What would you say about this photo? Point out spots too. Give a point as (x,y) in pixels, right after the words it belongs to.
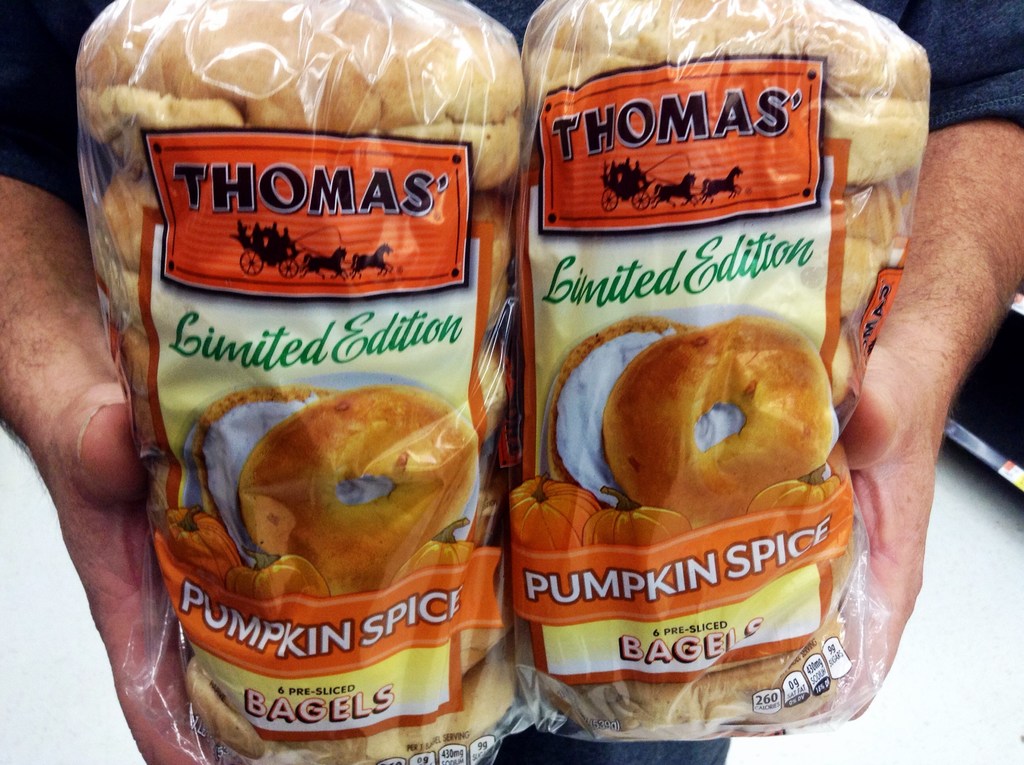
In this image we can see a person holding packed food (700,191) in the hands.
